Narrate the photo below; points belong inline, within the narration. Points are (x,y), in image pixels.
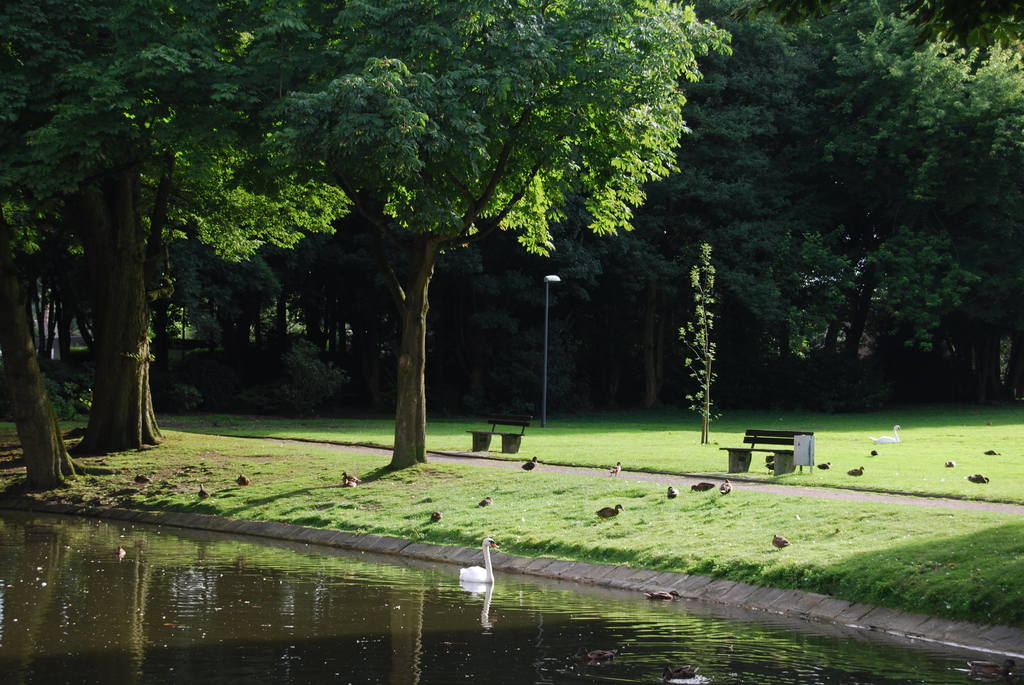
In this picture I can observe lake (366,592) in the bottom of the picture (327,629). In the background (418,439) I can observe trees (602,297) and some grass (589,452) on the ground (589,452).
